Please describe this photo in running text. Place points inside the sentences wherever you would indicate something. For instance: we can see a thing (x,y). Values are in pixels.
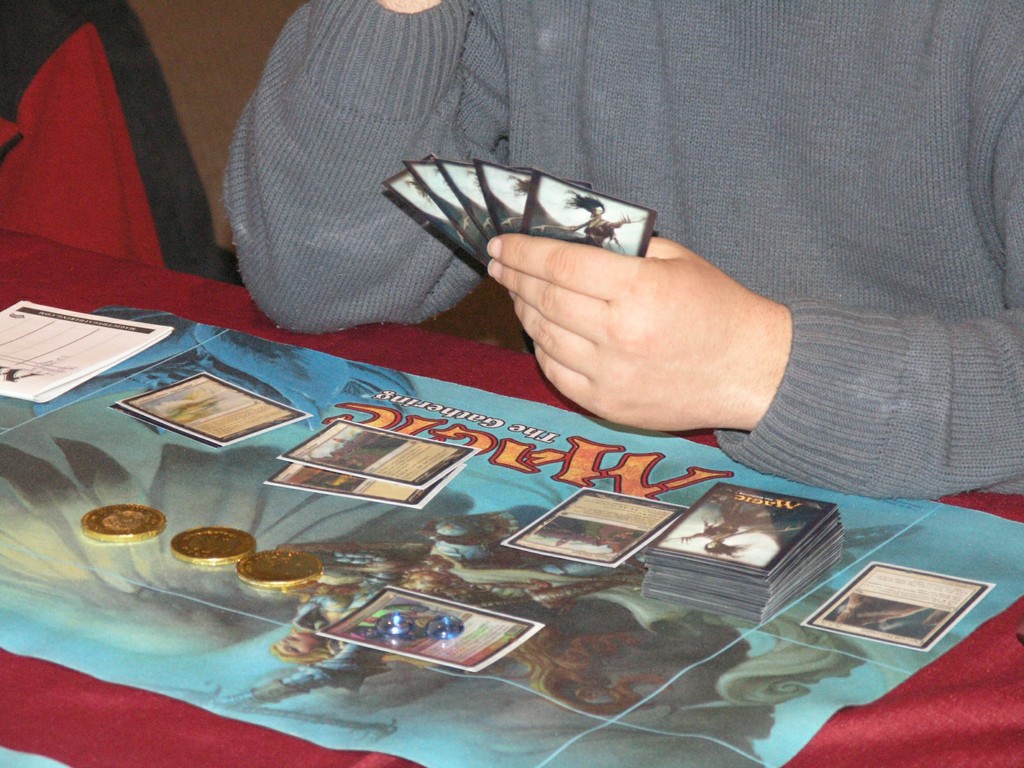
In this image, we can see a person (649,78) whose face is not visible wearing clothes (668,101) and holding cards (498,229) with his hand (583,253). There is a table (582,704) at the bottom of the image (691,713) contains cards (682,553) and coins (171,544).
